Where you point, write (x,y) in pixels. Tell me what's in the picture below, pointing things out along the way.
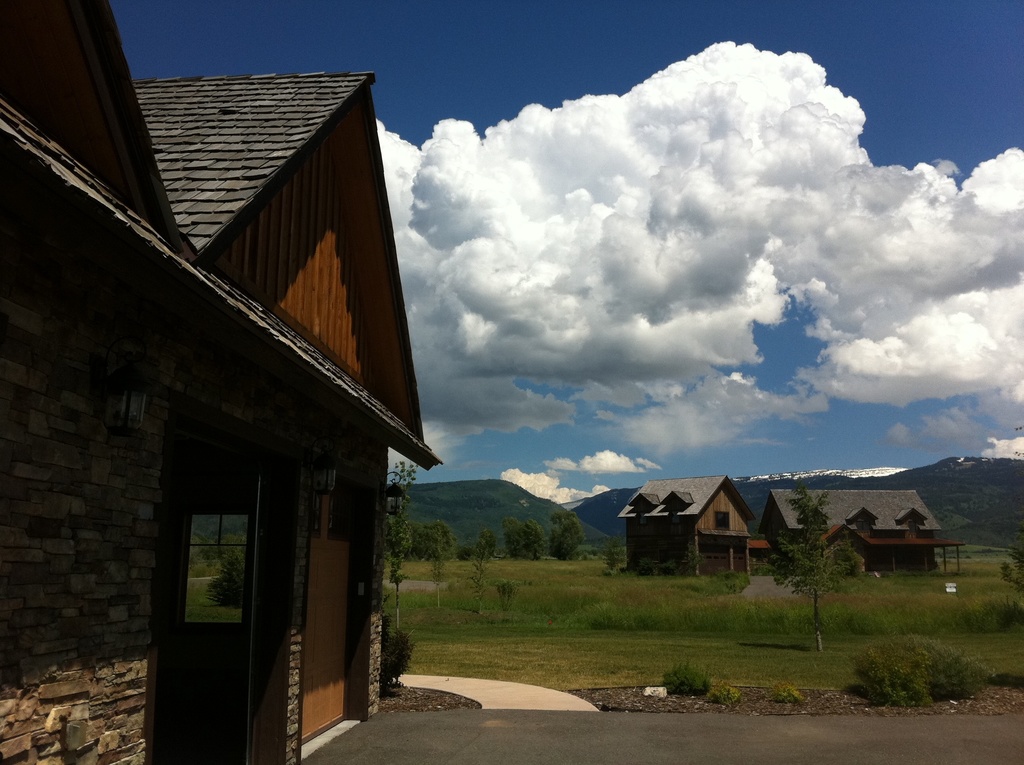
In this image we can see the roof houses (719,510), hills (902,486), trees (800,532), plants (961,681) and also the grass (608,619). We can also see the path (488,689). In the background (468,295) we can see the sky (468,295) with the clouds (581,183).
